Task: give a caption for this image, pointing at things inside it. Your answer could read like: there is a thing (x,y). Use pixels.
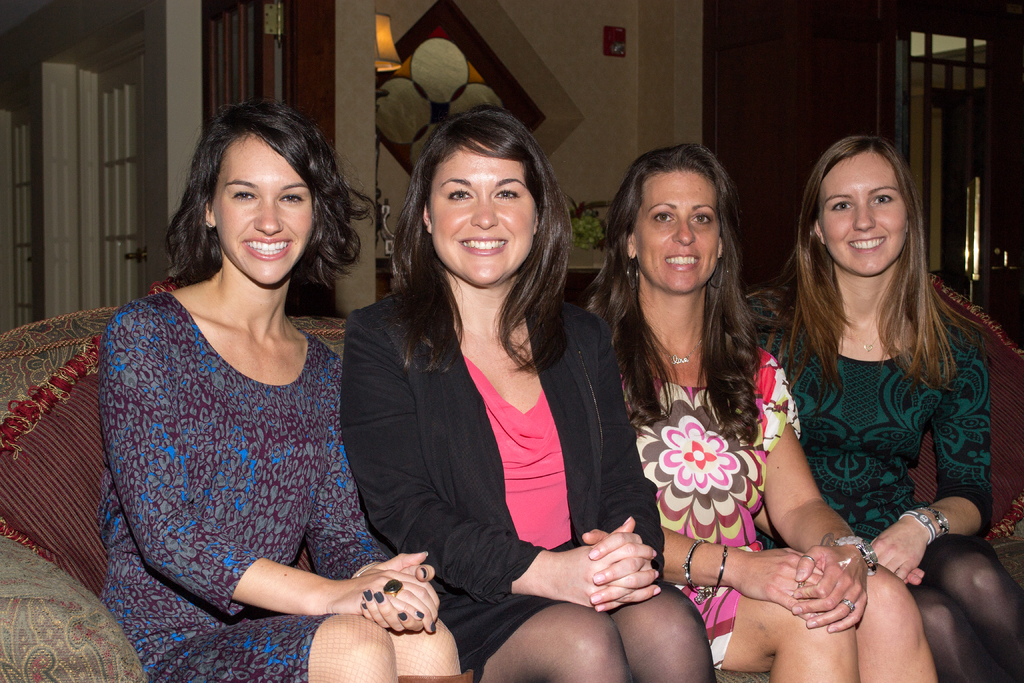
In this image there are four women (756,443) sitting and smiling, and they are sitting on a couch (13,335). On the couch (90,335) there are pillows (1014,360), and in the background (532,91) there is wall (367,109), windows (22,192), lamp (386,47), photo frame (438,101) and a table (379,281). On the table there are some objects (580,218).
